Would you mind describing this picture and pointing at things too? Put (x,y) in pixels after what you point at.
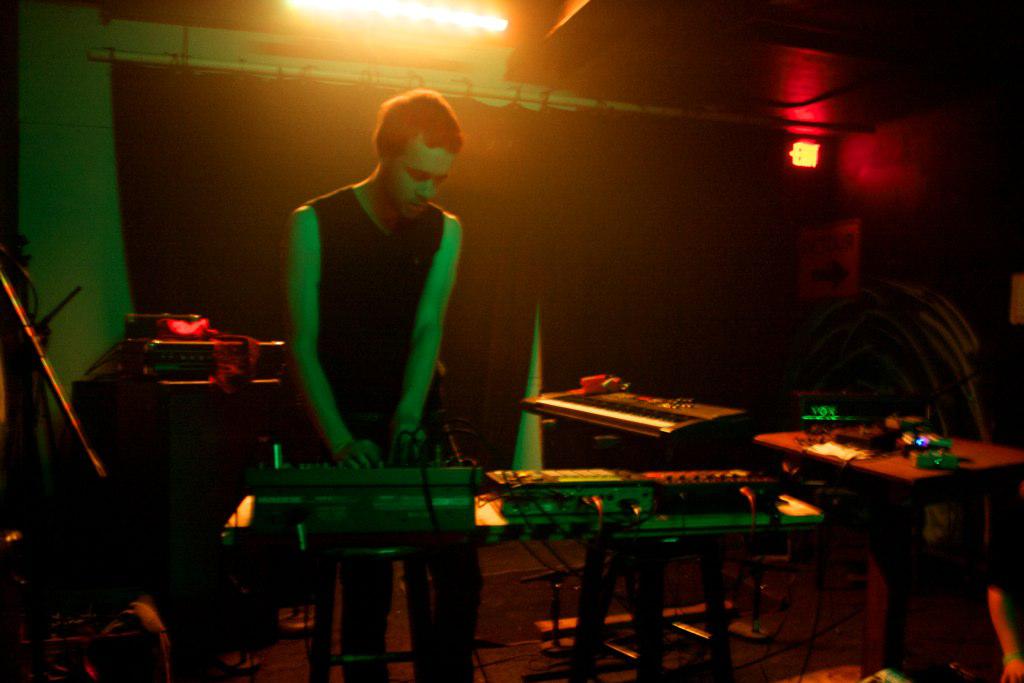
In this image I can see a person (366,326) wearing black color dress (396,337) is standing and holding wires (424,477) of a equipment (397,490). I can see a piano (673,429), a table (889,471) and few objects (825,451) on the table (906,474) and a musical system (188,382). In the background (159,308) I can see a black colored curtain (234,176), a light (414,21) and the exit board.
